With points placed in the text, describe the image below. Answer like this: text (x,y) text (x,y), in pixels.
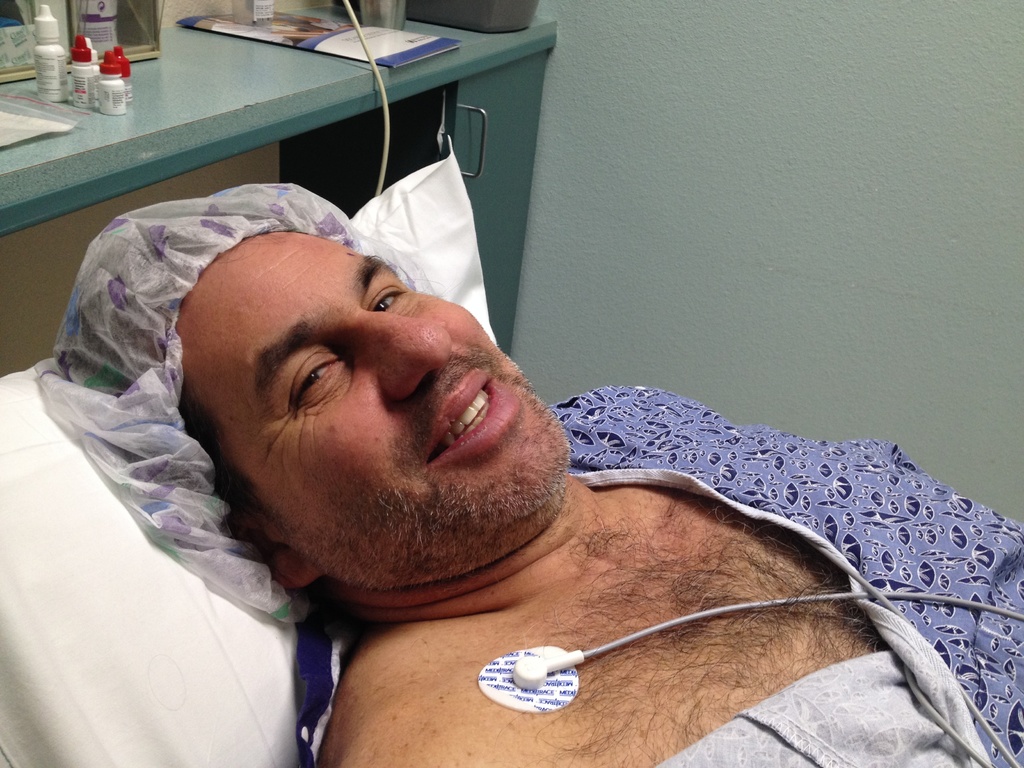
In the center of the image (384,276) there is a person (65,367) lying on a pillow (396,249). Behind him there is a table (347,75) on which there are many objects (6,19). In the background of the image (584,95) there is a wall (986,223).
